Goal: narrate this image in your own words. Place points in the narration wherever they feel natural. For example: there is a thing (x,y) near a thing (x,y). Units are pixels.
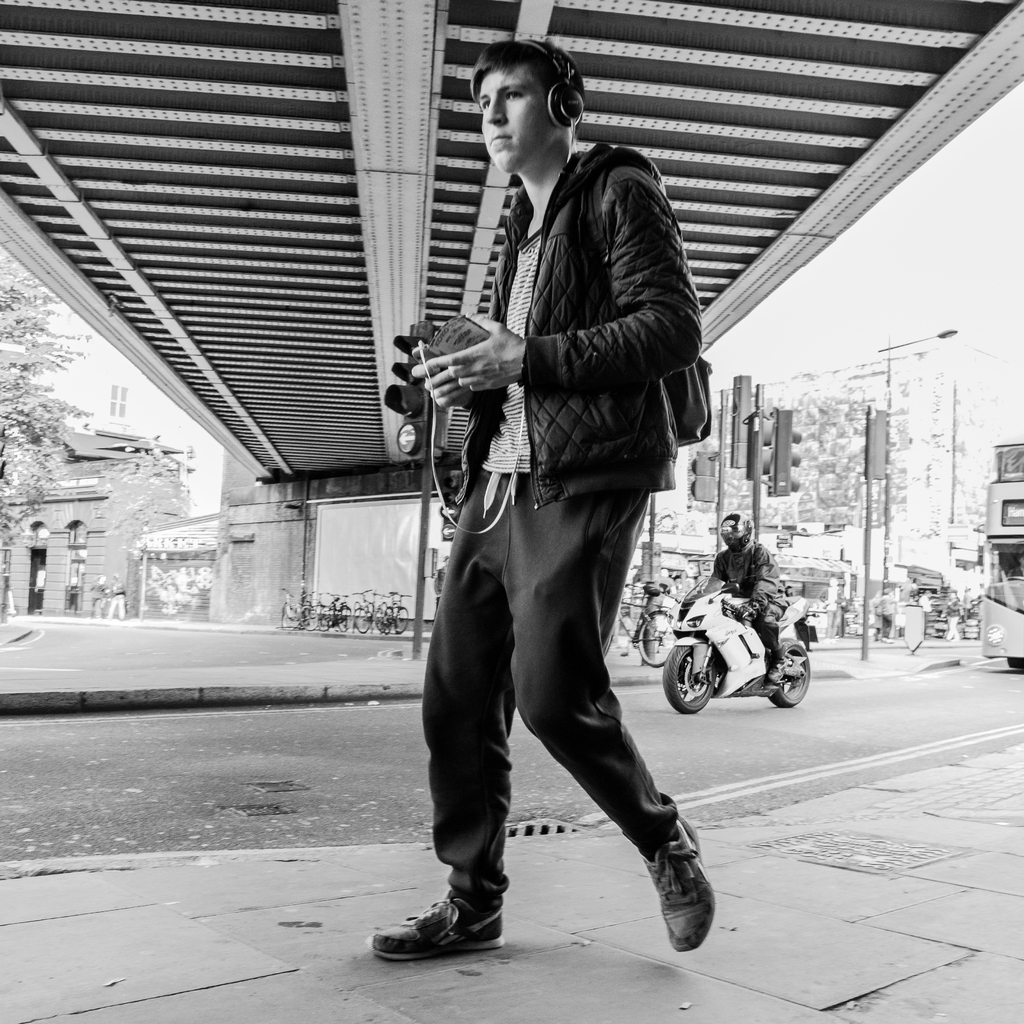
The picture is taken on the streets (341,750). In the foreground of the picture (667,986) there is a man (608,781) walking on the pavement (738,936). To the right (778,604) on the road (756,740) there is a person (769,639) driving motorbike (728,677). To the right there is a bus (1012,454). On the top right (940,339) there are signal lights (737,447), buildings (863,546), and a street light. In the center (359,424) background (289,619) there are cycles (320,619), walls (272,531) and a bridge (325,281). In the top left (40,285) there are buildings (71,465) and tree (15,344).
